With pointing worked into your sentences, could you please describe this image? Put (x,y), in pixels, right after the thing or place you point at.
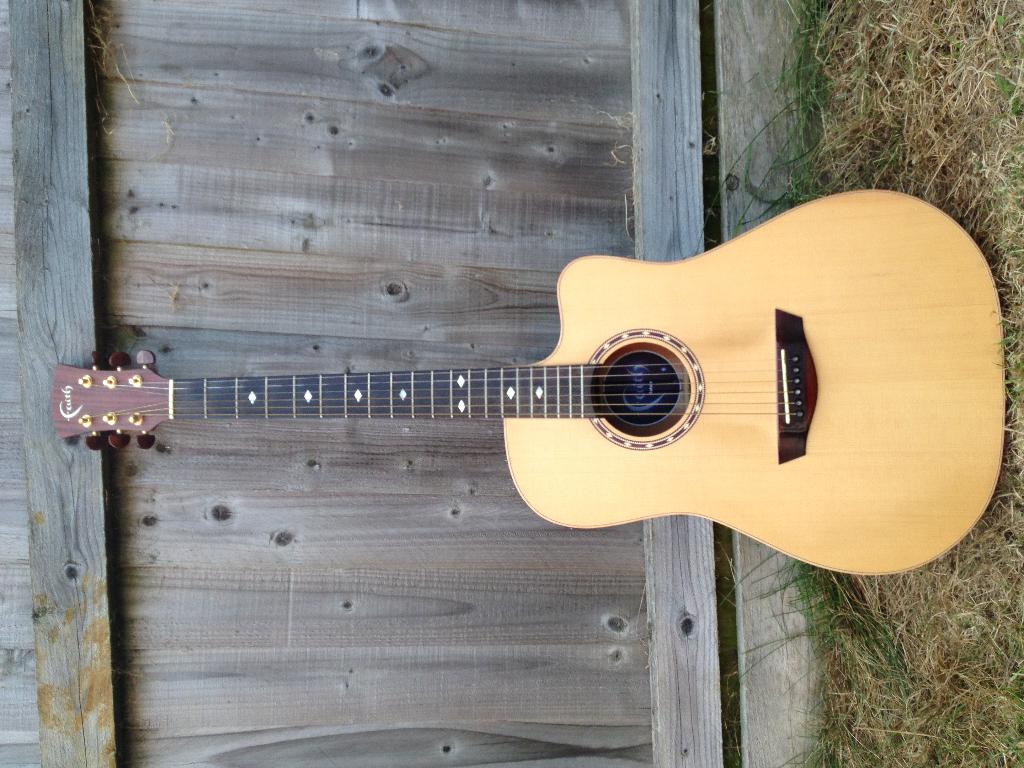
In this image I can see a guitar (889,288), grass (964,63) and a wooden wall (336,160).
